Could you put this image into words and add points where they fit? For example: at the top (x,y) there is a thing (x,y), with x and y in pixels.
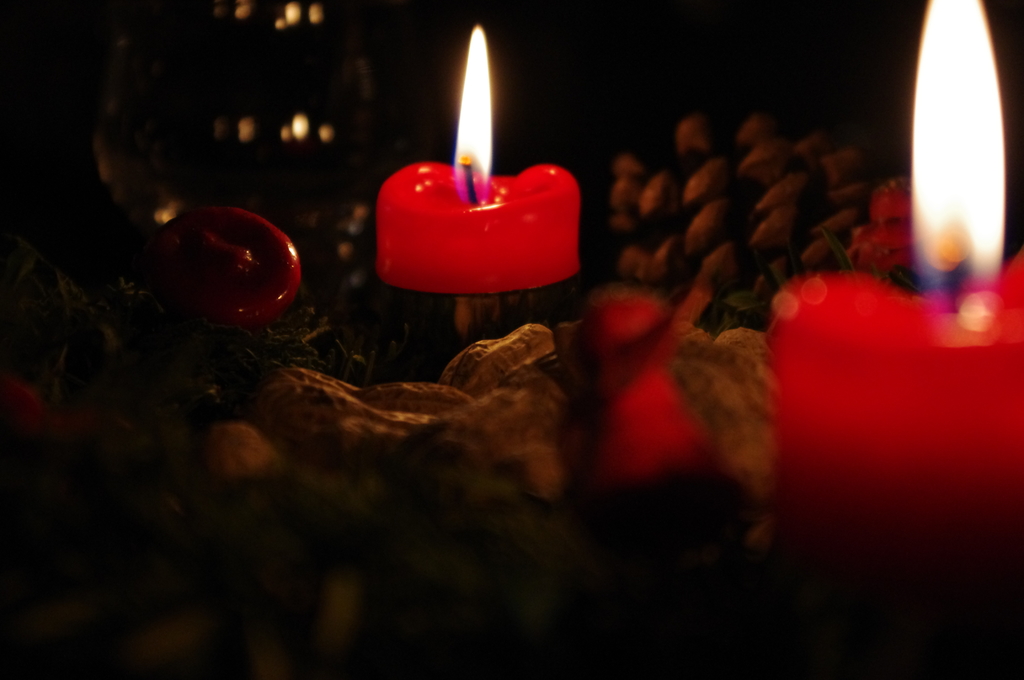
In this image, we can see candles (993,370) with flames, groundnut shells (467,430), some objects (808,188) and dark view.
